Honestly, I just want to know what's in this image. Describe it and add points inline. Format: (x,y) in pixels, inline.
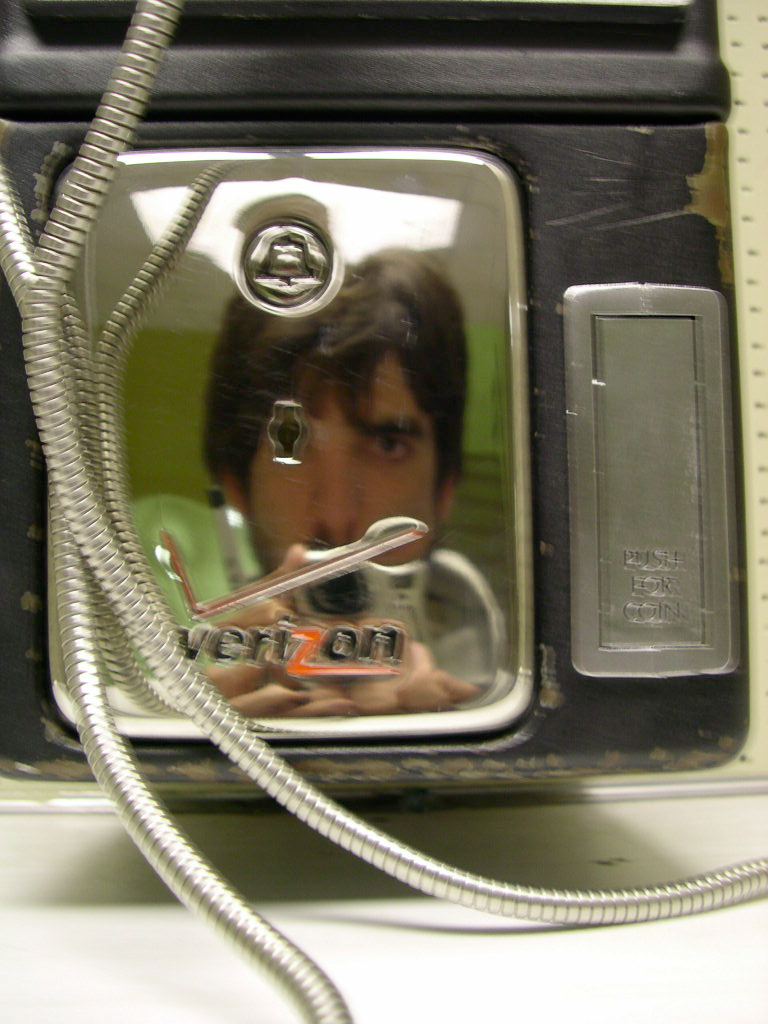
In this image we can see an object (606,492) and on the object (430,587) we can see a reflection (233,546) of a person (246,619).
